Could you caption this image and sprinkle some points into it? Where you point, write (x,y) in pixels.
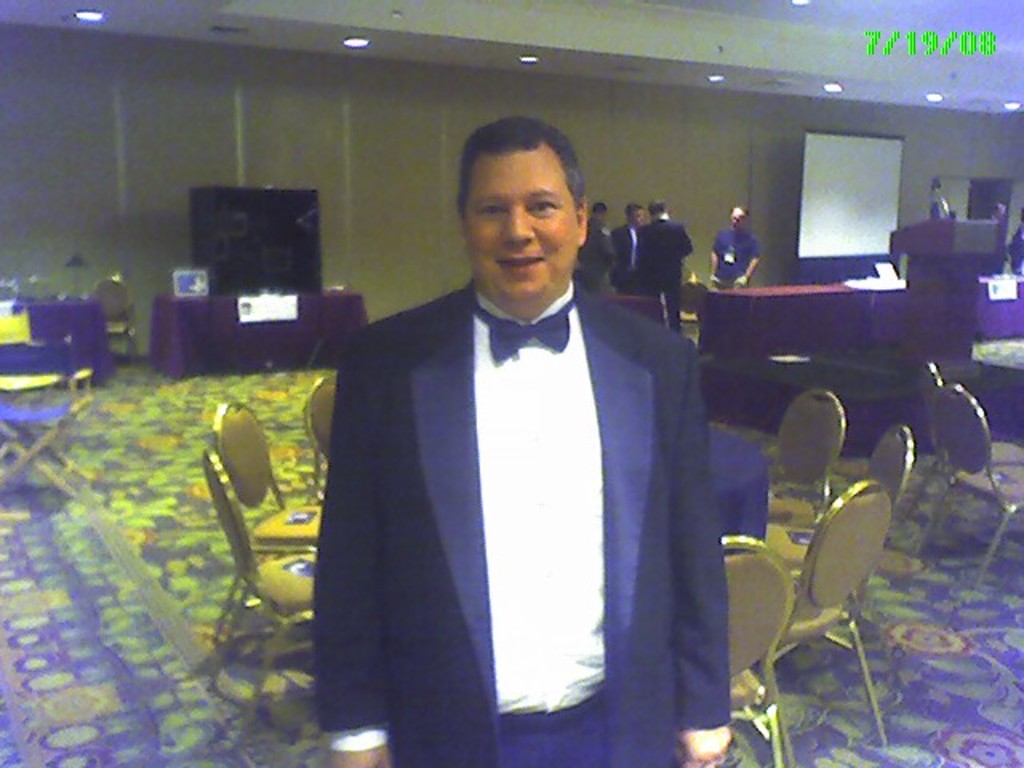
In this image we can see a person (543,509) standing. In the back (732,474) there are tables (76,334) and chairs (776,545). Also there are few people (606,273) standing. In the background (463,110) there is a wall (716,128), screen (861,174) and there are lights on the ceiling (677,59). And there are many other items (884,287). Also there is a podium (944,271). In the right top corner (924,50) there is a watermark (944,39). On the floor (990,683) there is carpet (880,696).
